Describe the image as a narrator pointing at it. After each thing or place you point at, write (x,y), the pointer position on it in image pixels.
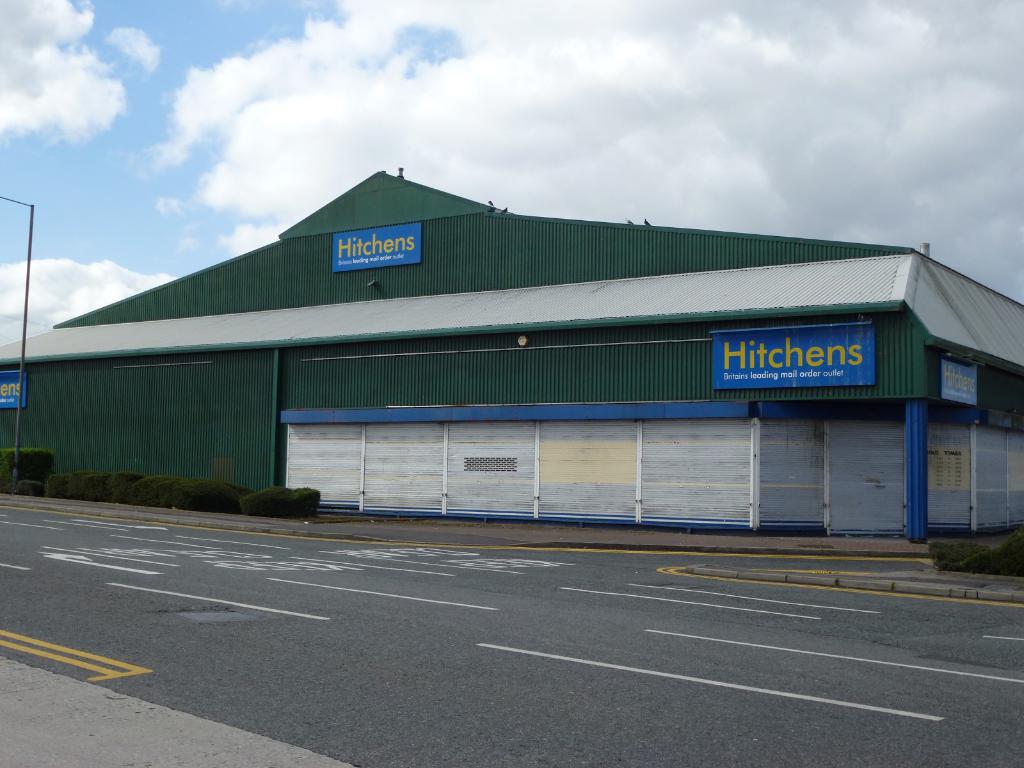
There is a road (239,625). On which, there are white color marks (782,693) and yellow color marks (97,669). On the left side (193,754), there is a footpath (224,756). On the right side (1013,463), there is a shed (575,240) which is having blue color hoardings (764,364) near footpath (850,546) on which, there are plants (121,480) and a pole (31,223) and there are clouds (797,64) in the blue sky (131,203).
